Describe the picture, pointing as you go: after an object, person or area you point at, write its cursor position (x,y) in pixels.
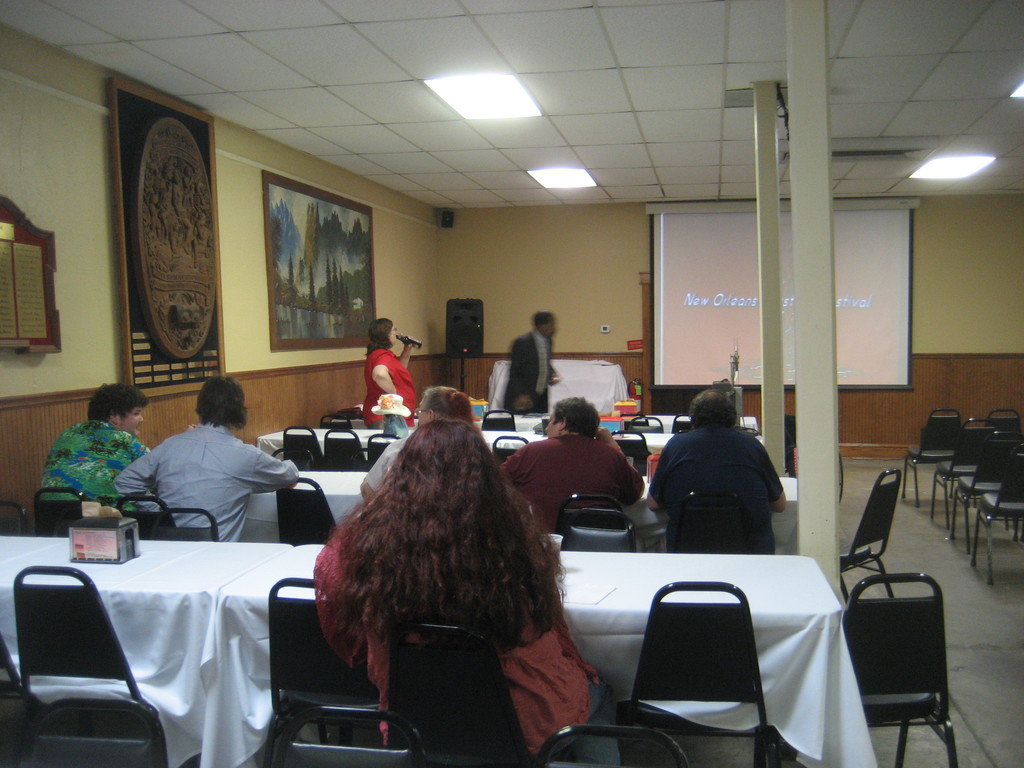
Here we can see some persons (500,537) are sitting on the chairs (438,678). These are the tables (207,738). On the table (186,606) there is a box (107,546). Here we can see a screen (749,239). There is a wall (489,244) and these are the frames (193,268). Here we can see two persons (540,326) are standing on the floor (920,515). These are the lights (474,83) and there is a pole (817,324).
